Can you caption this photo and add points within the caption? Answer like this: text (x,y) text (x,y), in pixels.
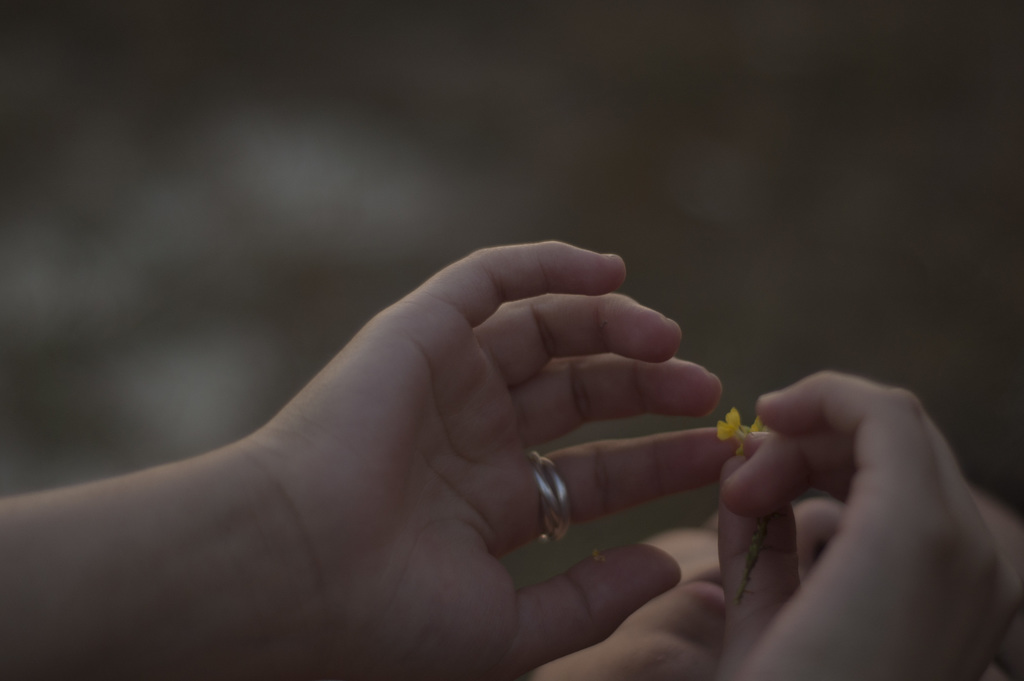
In this picture we can see a person (593,579) and holding a flower (744,431) and wearing a finger ring (543,491). In the background (506,190) the image is blur.
